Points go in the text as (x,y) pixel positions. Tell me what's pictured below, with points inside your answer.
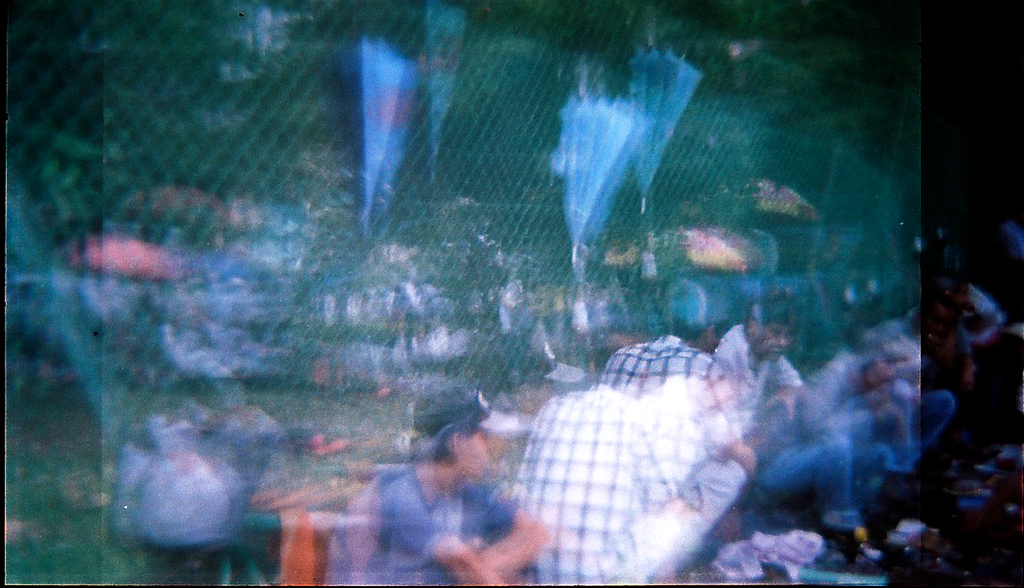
In this picture, it looks like a blurred photo of people (682,471), umbrellas (389,130) and trees (528,106).
